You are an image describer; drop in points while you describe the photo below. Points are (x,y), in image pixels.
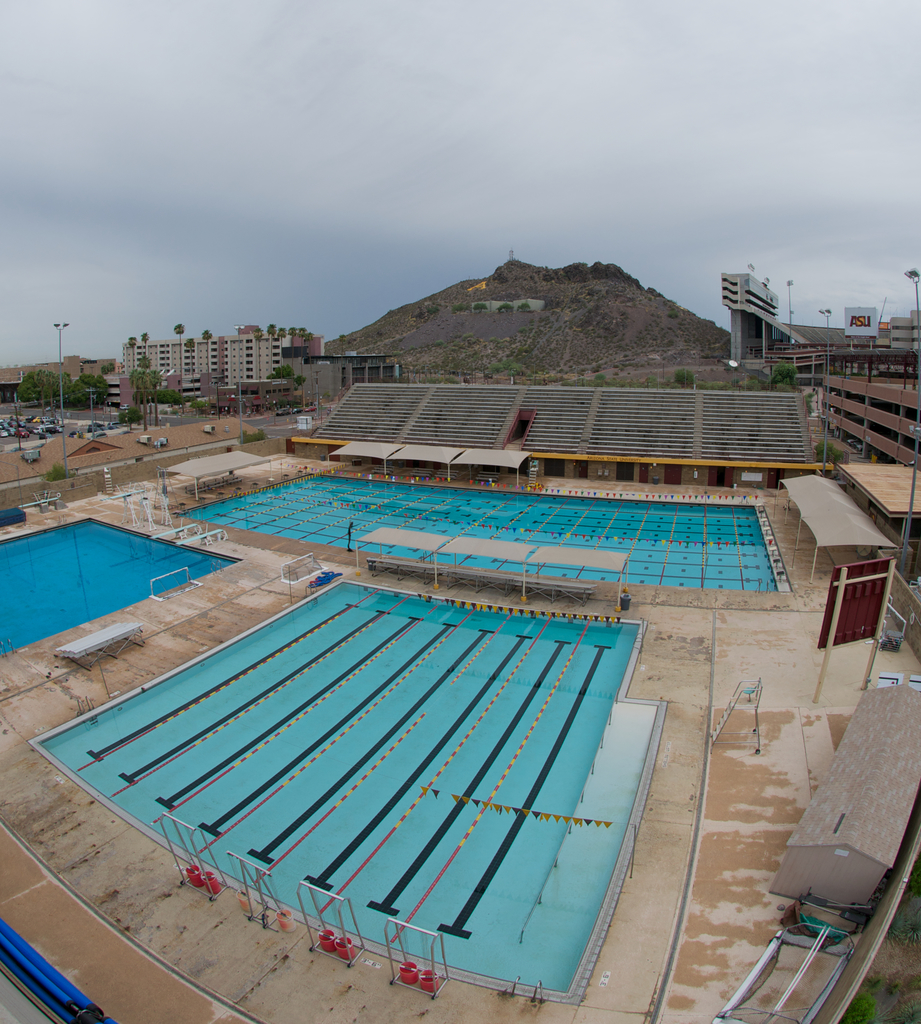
There are three swimming pools (432,610) and there are few buildings (850,392), vehicles (50,417) and a mountain (479,323) in the background (515,320).
